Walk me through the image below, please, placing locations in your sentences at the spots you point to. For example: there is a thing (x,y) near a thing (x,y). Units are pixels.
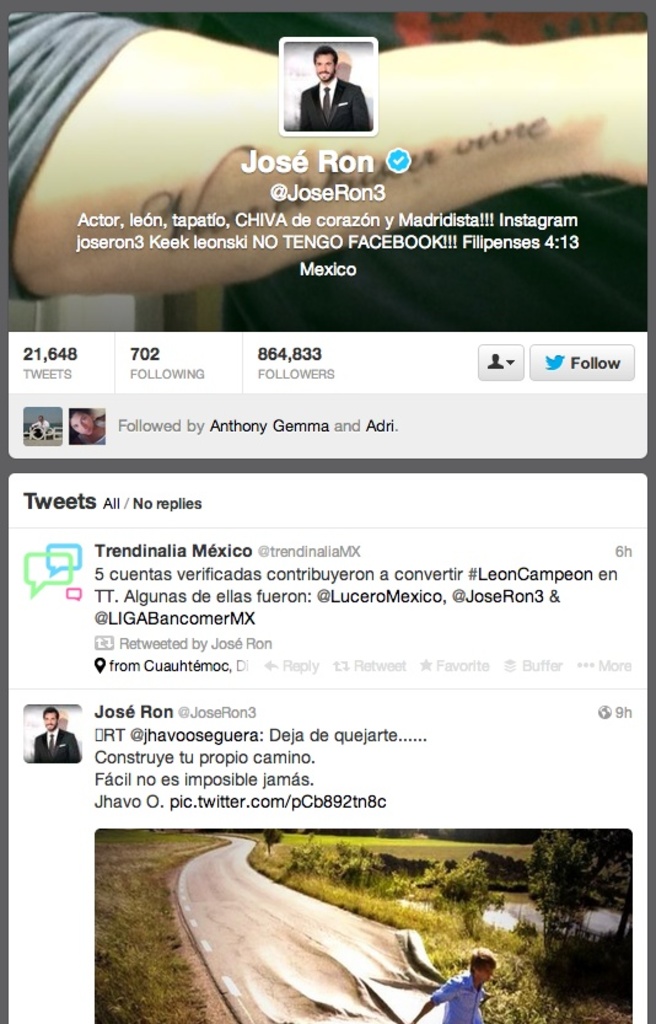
At the bottom of the image (225,892) we can see person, road (381,959), trees (509,874), plants (456,875) and water (492,916). At the top of the image (396,112) we can see text (387,223), person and persons hand (204,204). In the center of the image (410,575) we can see text (183,601).
